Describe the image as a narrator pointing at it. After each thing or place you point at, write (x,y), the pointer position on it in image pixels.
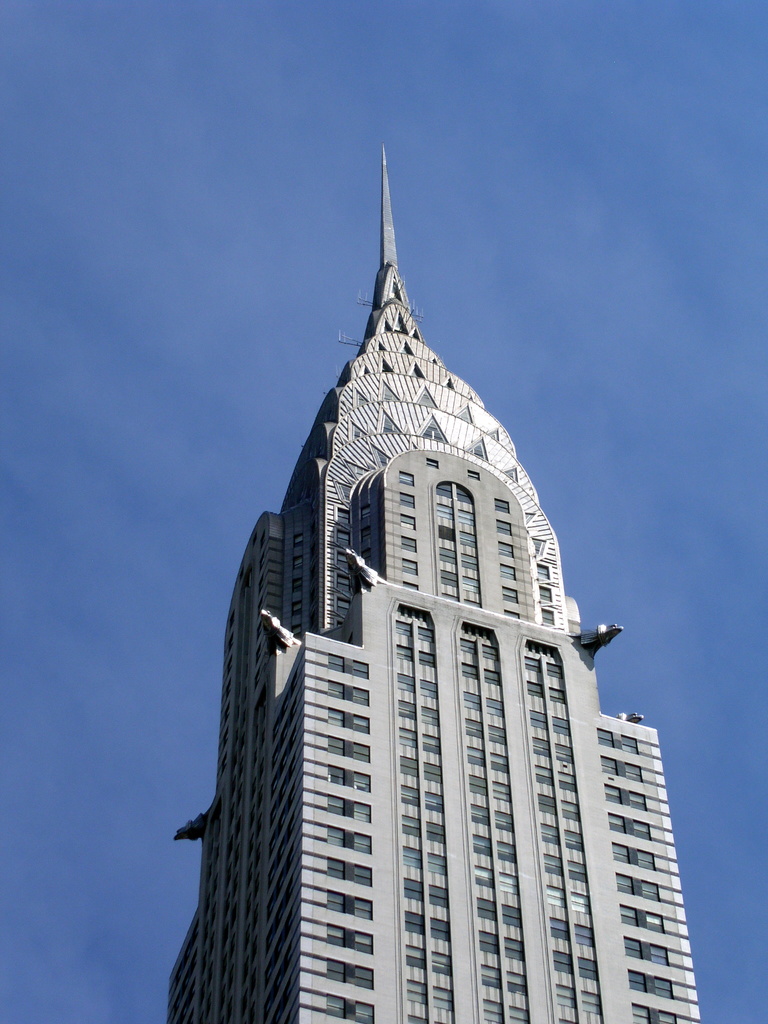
In this picture I can see a building (365,851) and a blue cloudy sky (92,353).
